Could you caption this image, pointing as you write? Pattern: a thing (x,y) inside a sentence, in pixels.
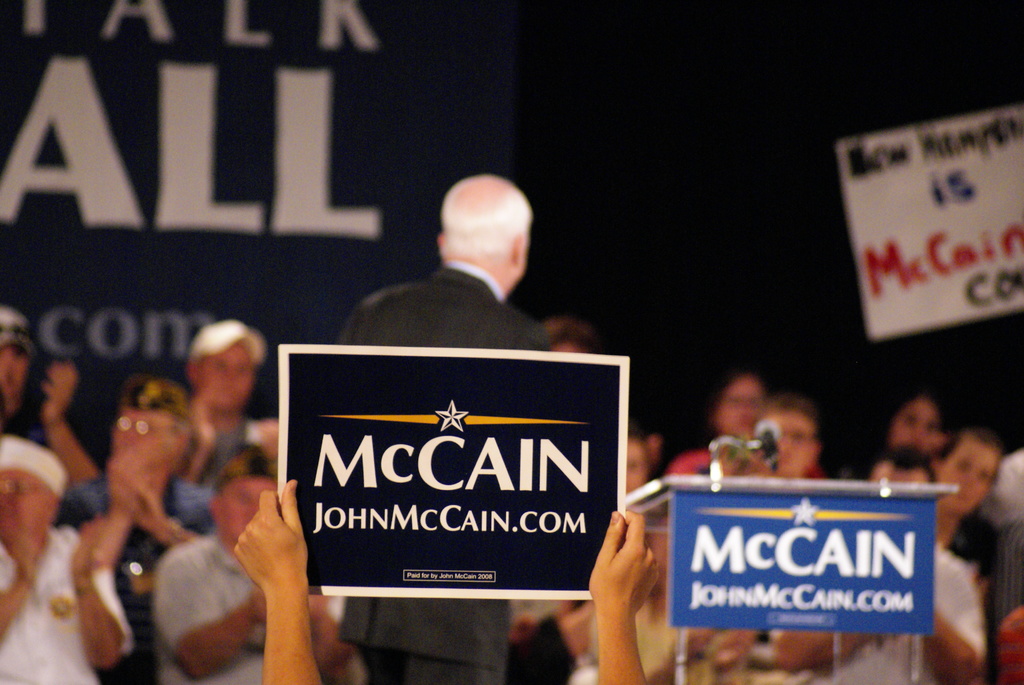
In the image there is a person (281,554) holding a paper (470,558) with some text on it in the front (393,446) and behind there is an old man (455,286) in black suit (484,318) followed by many people (780,430) sitting on chairs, on the right side (820,530) there is a podium (736,502) with mic (740,445) above it, over the background (164,112) it seems to be a banner (336,75).
